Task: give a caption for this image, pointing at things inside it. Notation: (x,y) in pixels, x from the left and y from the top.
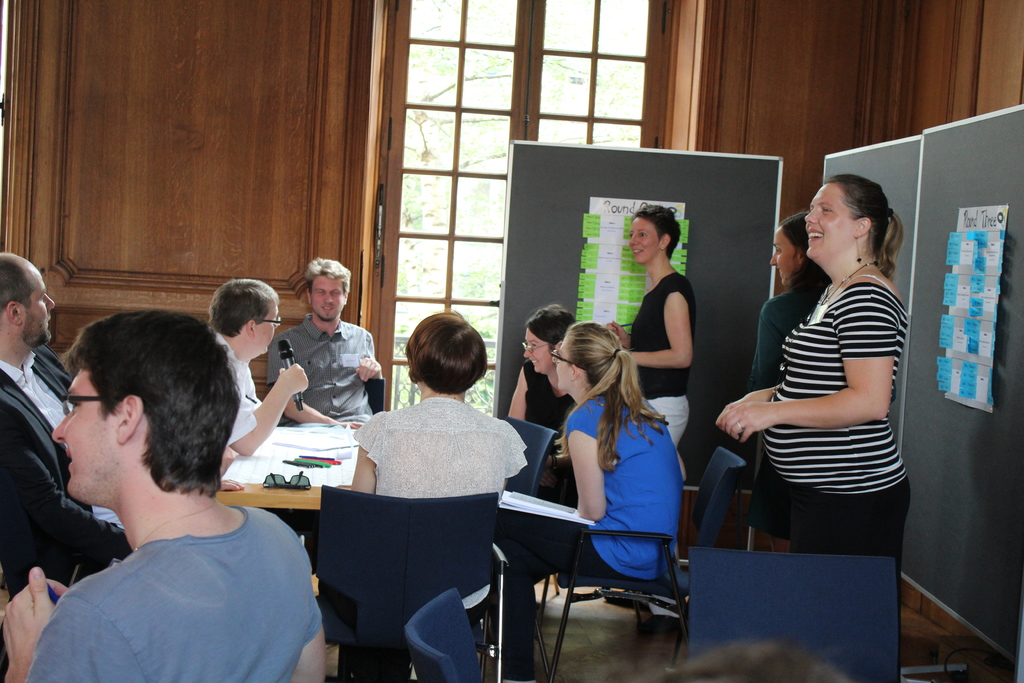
In this image in the center (533,378) there are a group of people (644,499) who are sitting on chairs (417,578) and one person (299,376) is holding a mike (299,400) and also there is one table (266,490). On the table (288,501) there are some papers (261,464) pens (317,463) and goggles (291,485). On the right side (774,382) there are three women (757,366) who are standing and smiling and beside them there are some boards (693,259). On the boards (927,263) there are some papers (950,302), in the background (477,98) there is a door (426,201) and a wooden wall (814,106).
